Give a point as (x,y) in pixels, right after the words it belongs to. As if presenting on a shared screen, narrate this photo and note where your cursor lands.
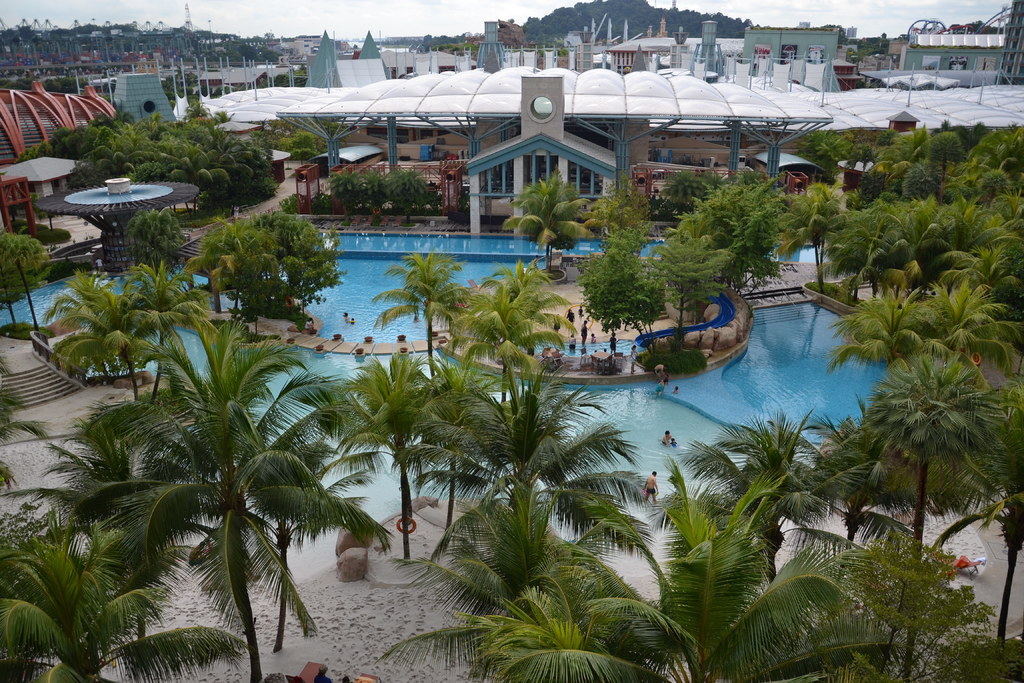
In this image I can see few trees (560,477) in green color and I can also see group of people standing and few people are in the water (354,296) and I can see few buildings (596,156) and the sky (336,28) is in white color.
